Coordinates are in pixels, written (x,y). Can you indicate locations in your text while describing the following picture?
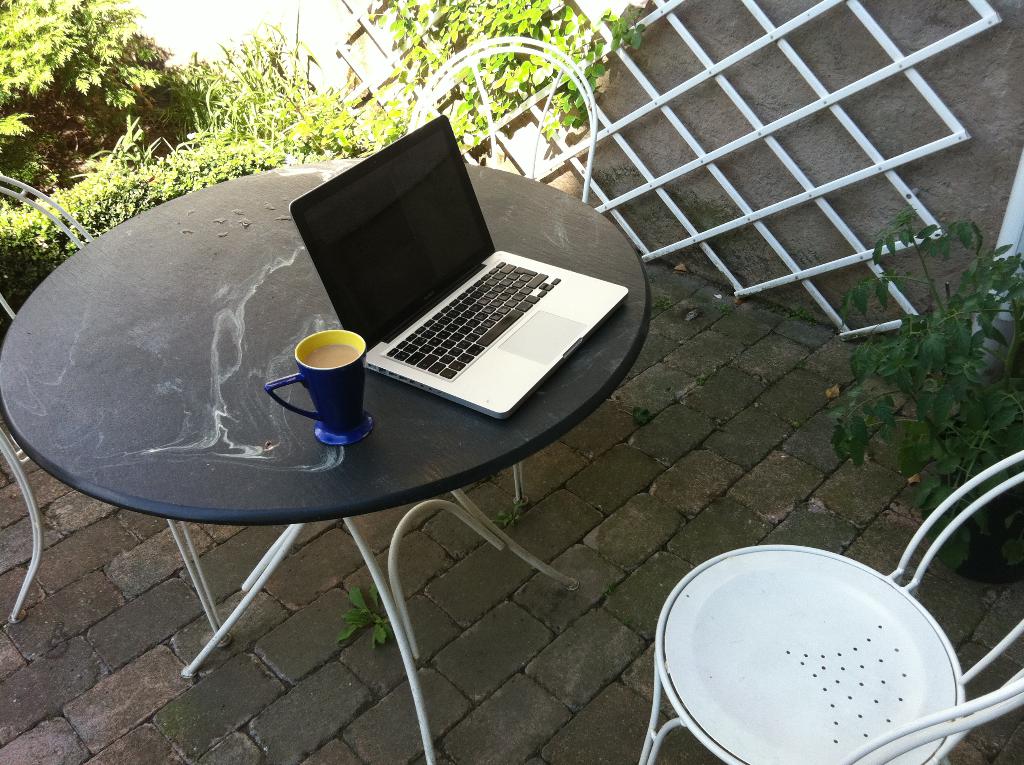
Here we can see a table (96,463) and on that there is a laptop (584,337) and a cup of coffee (364,363) present and in front of that we can see a chair (822,561) and there are plants (223,95) present here and there
